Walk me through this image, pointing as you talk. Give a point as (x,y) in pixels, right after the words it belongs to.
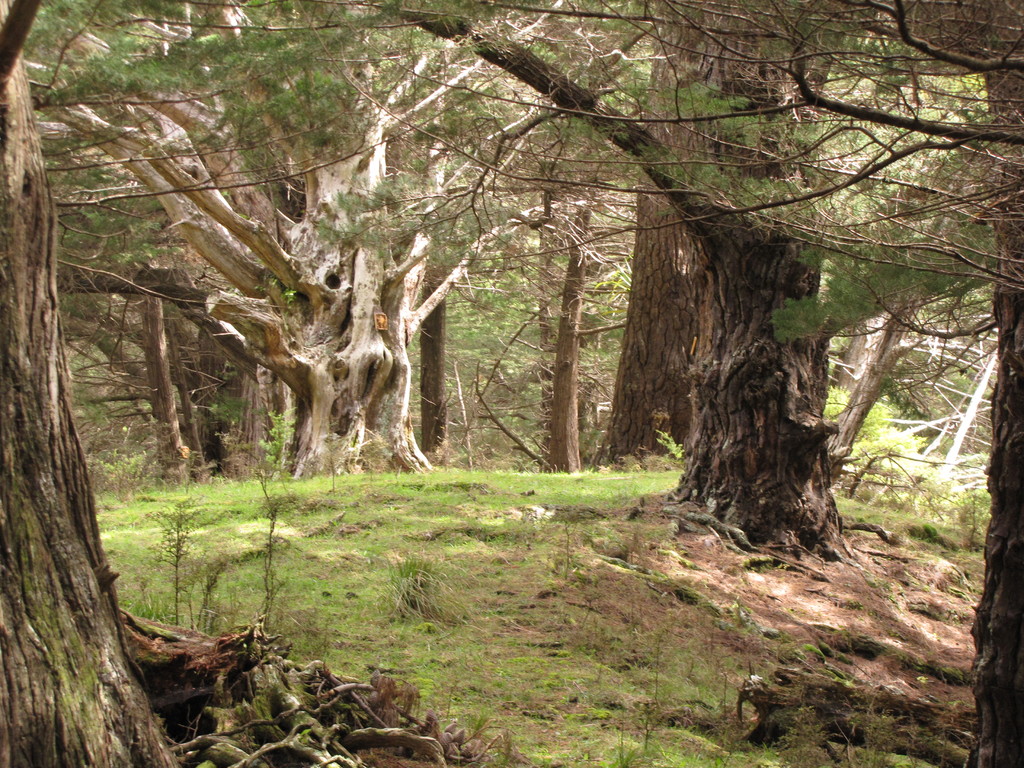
In this image I can see few green color trees (376,295) and green grass (434,498).
